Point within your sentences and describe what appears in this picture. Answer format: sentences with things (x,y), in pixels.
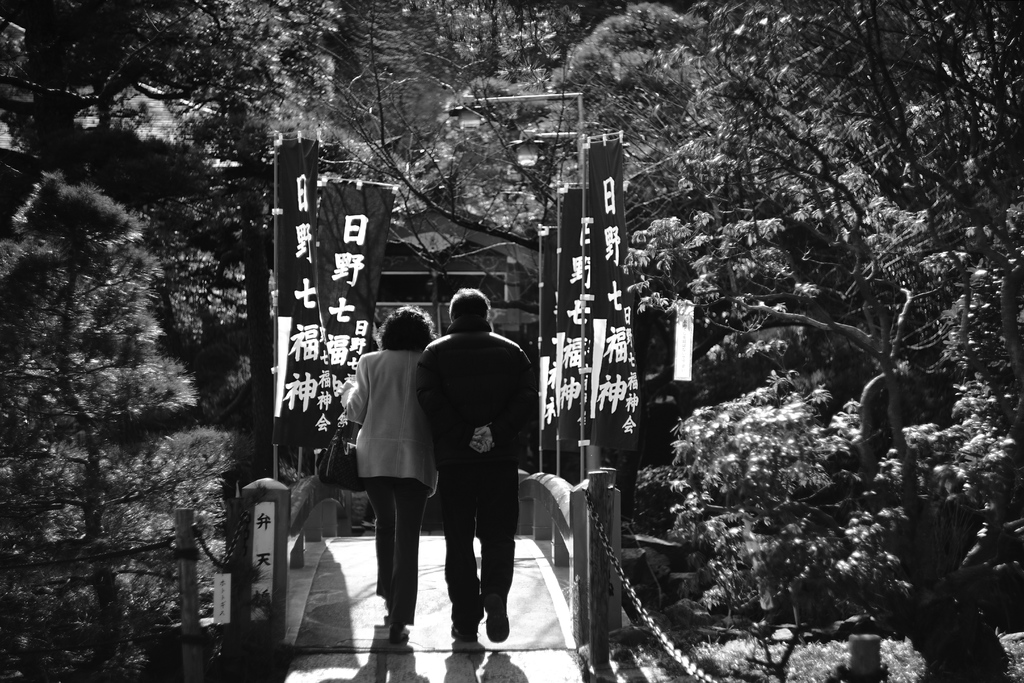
There are two persons (438,447) walking. This is a iron chain (616,562) and the flags (598,239). There are many trees (187,111) around.
